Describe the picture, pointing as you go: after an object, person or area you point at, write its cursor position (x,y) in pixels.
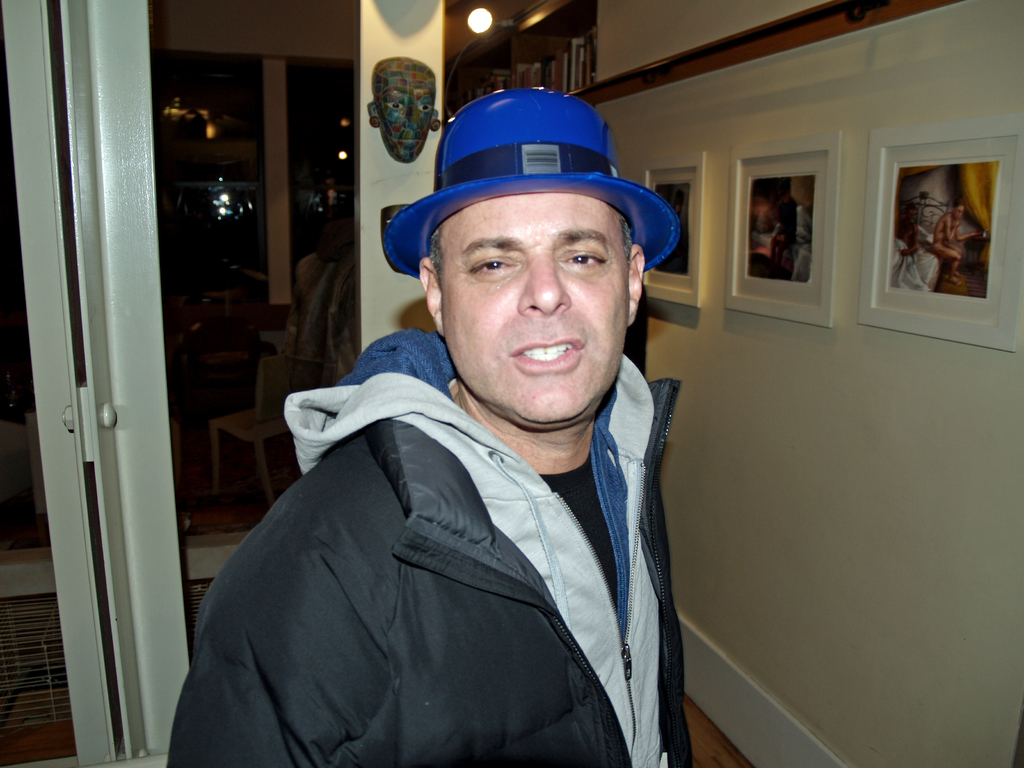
In the middle of this image (459,449), there is a person (486,539) in a black color jacket (437,582), wearing a blue color cap (453,144) and speaking. In the background (753,309), there are photo frames (969,253) attached to the wall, there are glass doors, a mask (403,67) attached to the wall (394,167) and there is a light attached to the roof (524,7).
